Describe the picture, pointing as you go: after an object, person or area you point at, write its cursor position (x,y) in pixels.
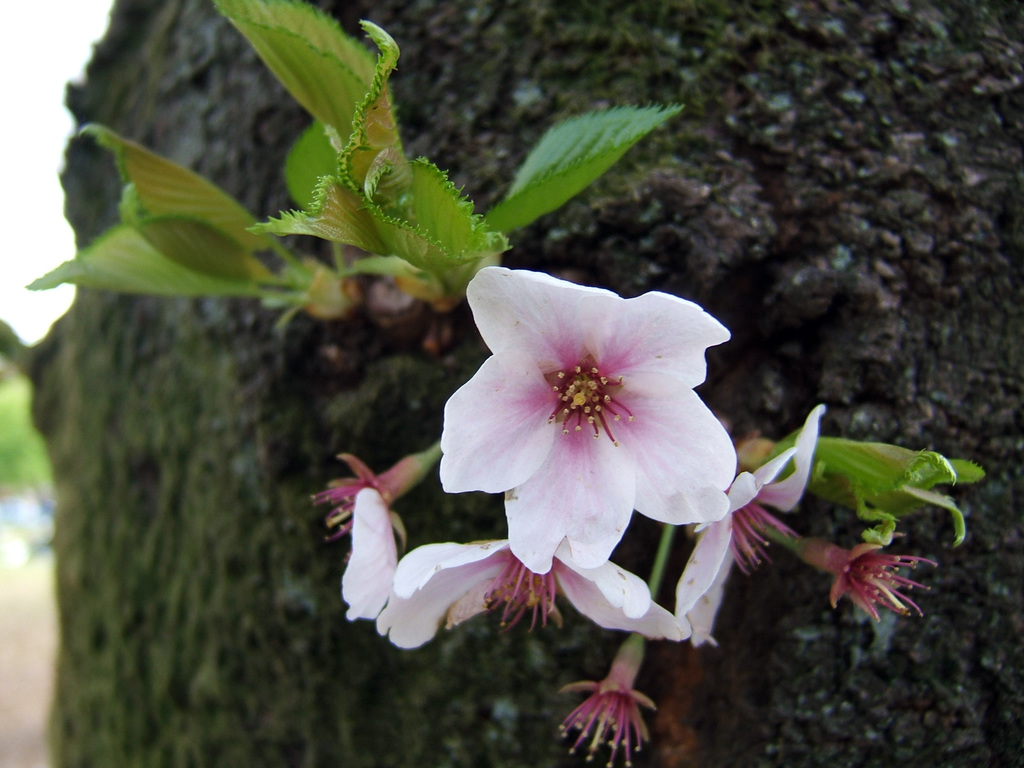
In this image we can see flowers (596,695), leaves (471,247), and tree trunk (739,290). At the top left corner of the image (60,145) we can see sky (72,63).
